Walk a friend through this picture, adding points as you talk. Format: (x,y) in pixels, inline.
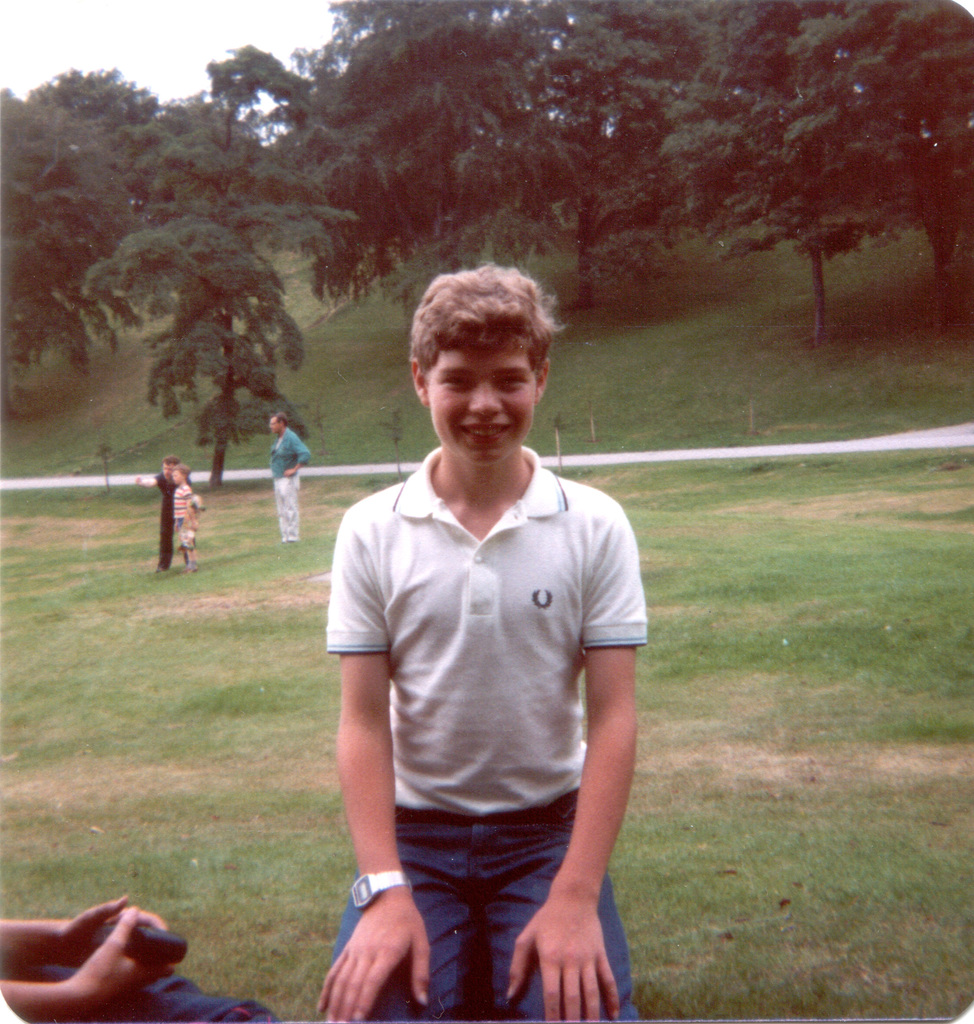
In the picture we can see a boy (518,504) sitting on the knees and smiling and he is wearing a white T-shirt (585,509) and behind him we can see three people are standing, and behind them, we can see a path (79,483) and behind it we can see a grass surface (827,367) and trees (576,180) on it.
